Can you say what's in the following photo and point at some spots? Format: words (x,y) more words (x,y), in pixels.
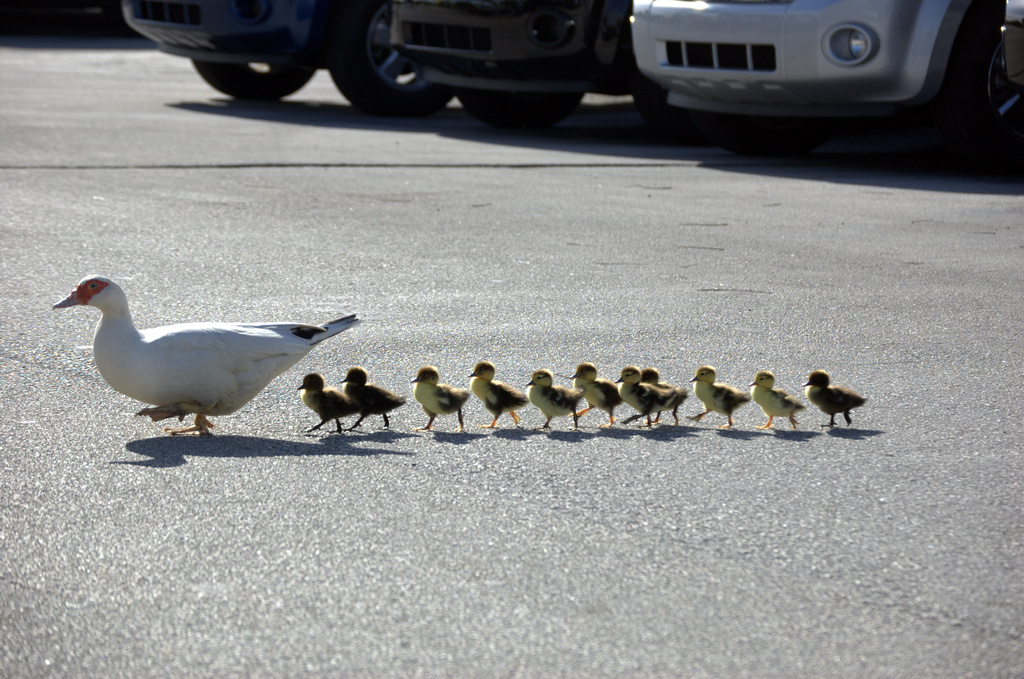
This image is taken outdoors. At the bottom of the image (527,517) there is a road (154,155). At the top of the image (483,47) three cars (727,69) are parked on the road (326,76). In the middle of the image (359,394) a duck (253,355) and a few chicks (506,396) are walking on the road (793,430).
